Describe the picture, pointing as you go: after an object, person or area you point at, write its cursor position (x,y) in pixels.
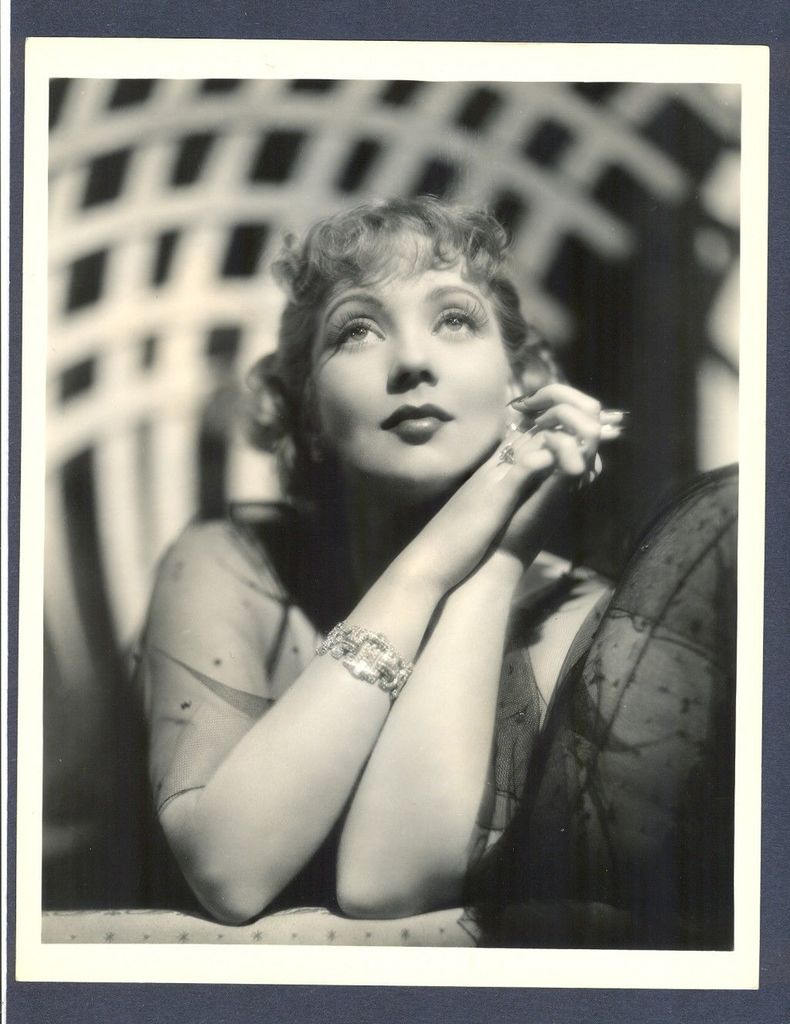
In this picture, we see the woman (425,470) is sitting on the chair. She is posing for the photo. In the background (146,343), we see the white color rods (147,325) or the grills (542,302). This is a black and white picture. This picture might be a photo frame (466,959).
